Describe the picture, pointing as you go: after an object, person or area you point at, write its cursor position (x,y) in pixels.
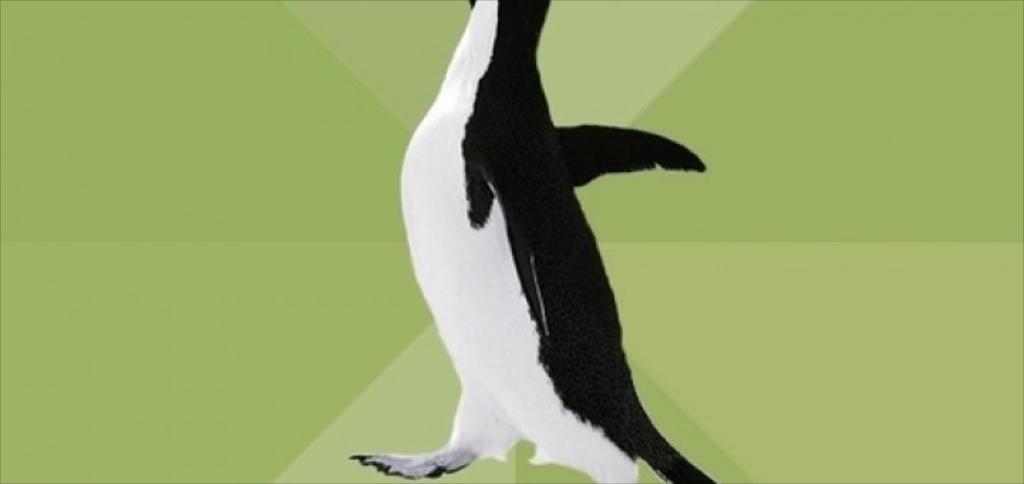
This is a painting. In this image we can see painting of penguin (498,258).
